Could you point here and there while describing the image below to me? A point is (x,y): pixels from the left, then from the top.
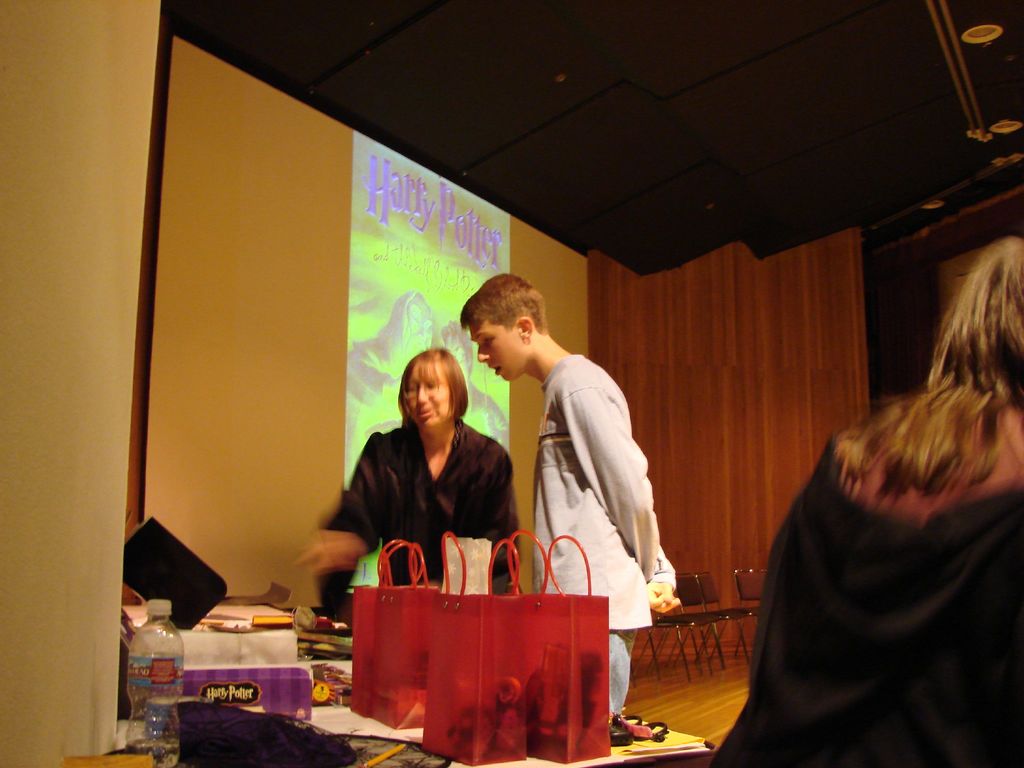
In this image we can see this people (475,516) are standing near the table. We can see bottle (153,671), bags (553,666) and some things (262,674) on the table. In the background (400,311) we can see a projector screen (437,318), chairs (711,621) and wall (700,359).
